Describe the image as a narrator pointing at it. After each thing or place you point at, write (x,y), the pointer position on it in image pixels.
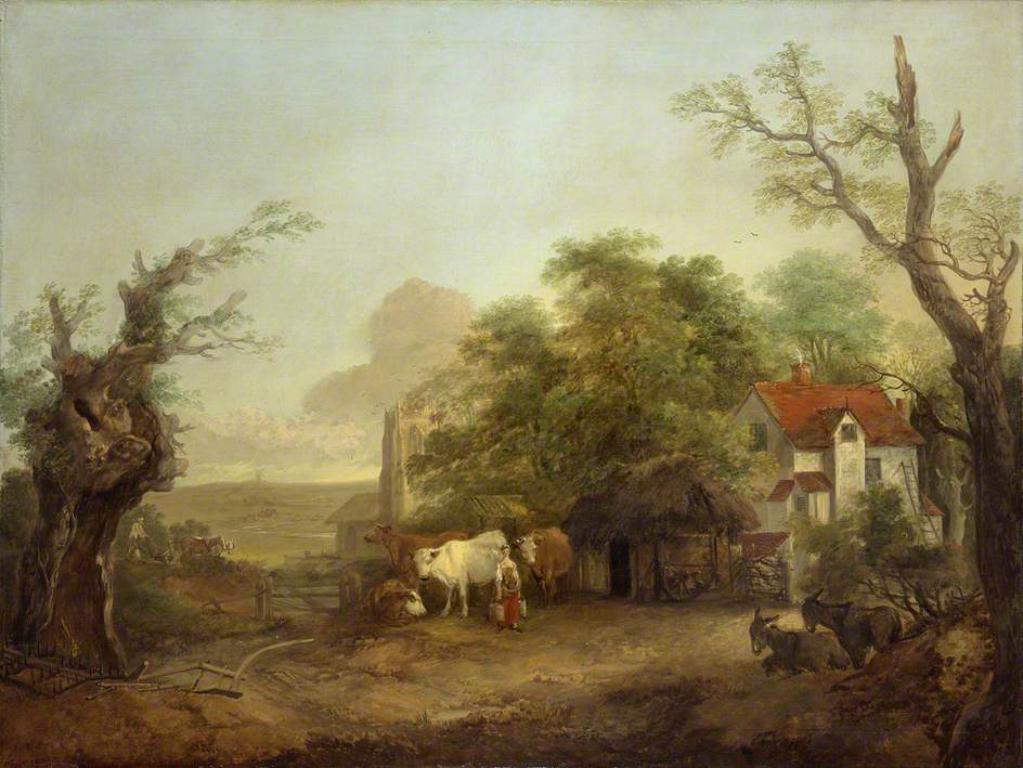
This is a painting. The painting consists of buildings (597,519), trees (535,423), cattle (478,564), person (501,587).
